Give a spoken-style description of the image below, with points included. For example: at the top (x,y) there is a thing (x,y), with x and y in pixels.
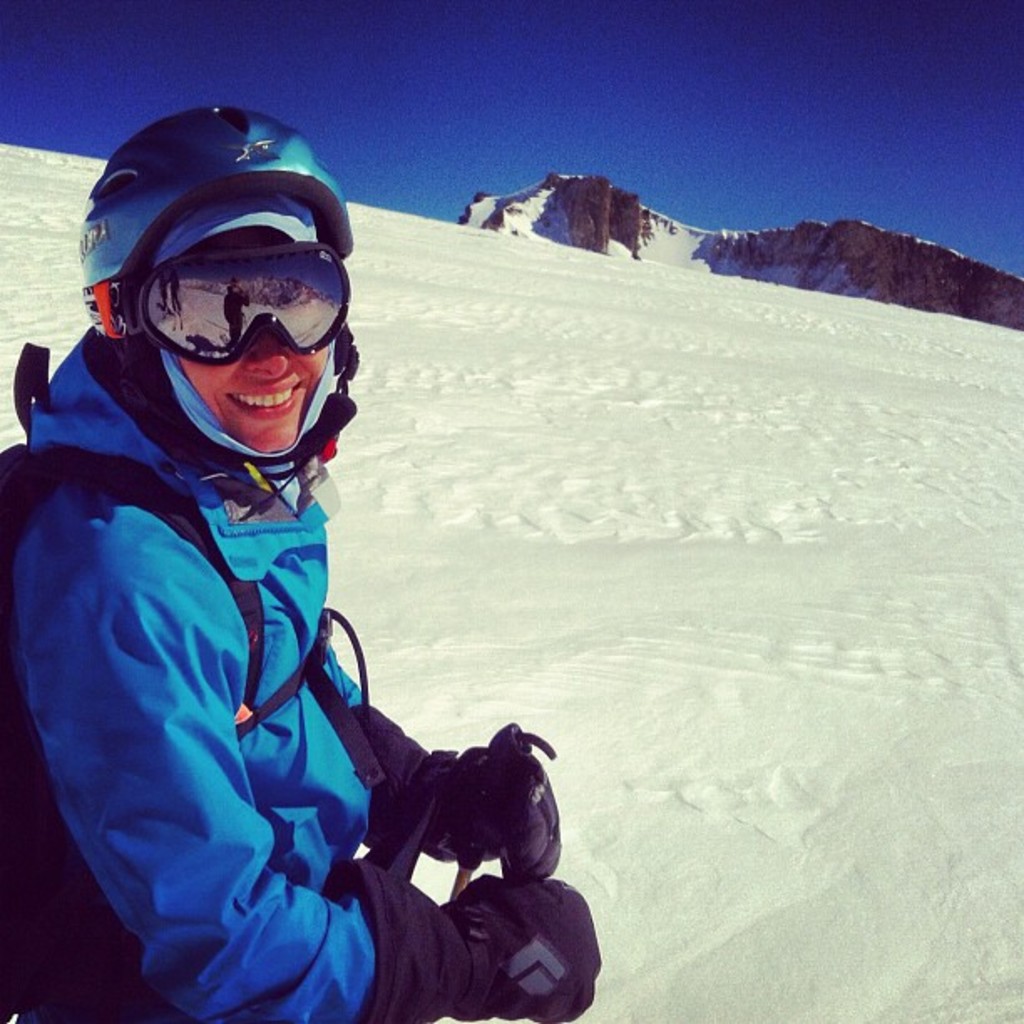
In this image I can see a person (158,587) wearing blue colored jacket (175,667) and black colored bag (23,761) is smiling. I can see the person (275,406) is wearing goggles (270,329). In the background (541,274) I can see the snow (640,360), a mountain (700,261) and the sky (598,115).
